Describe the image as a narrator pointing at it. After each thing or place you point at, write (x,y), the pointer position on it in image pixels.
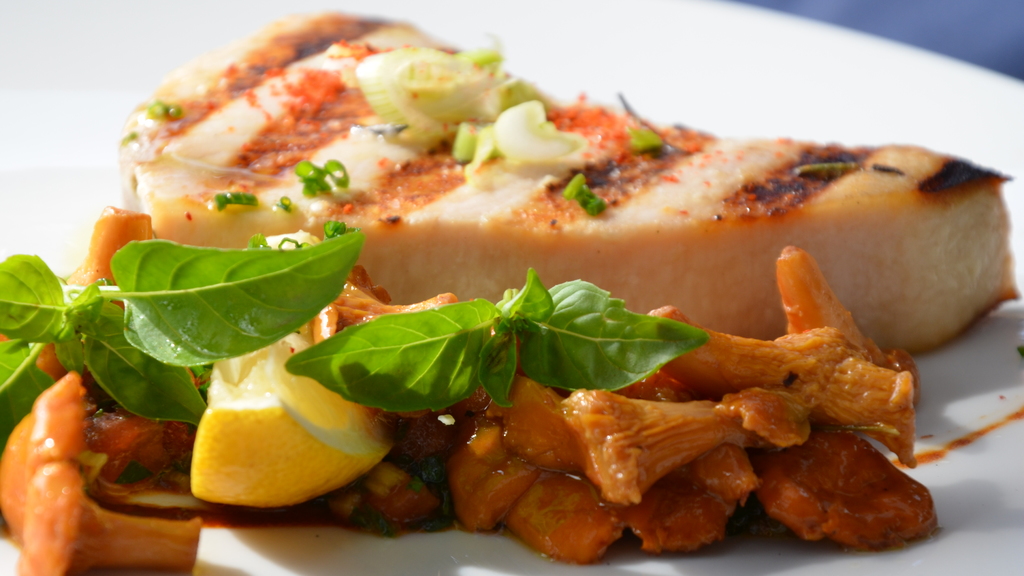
As we can see in the image there is a white color plate (761,68). In plate (140,61) there is a dish (838,170).
